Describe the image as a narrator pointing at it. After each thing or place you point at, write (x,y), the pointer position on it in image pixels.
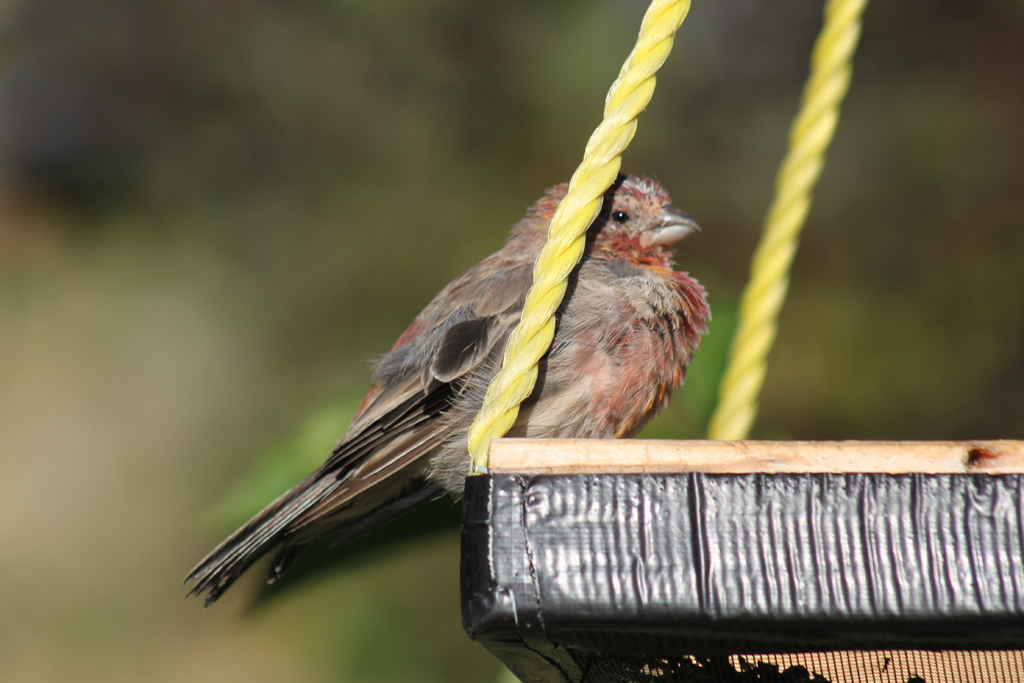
In this picture we can see a bird (427,436) on an object (586,462), here we can see ropes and in the background (185,267) we can see it is blurry.
